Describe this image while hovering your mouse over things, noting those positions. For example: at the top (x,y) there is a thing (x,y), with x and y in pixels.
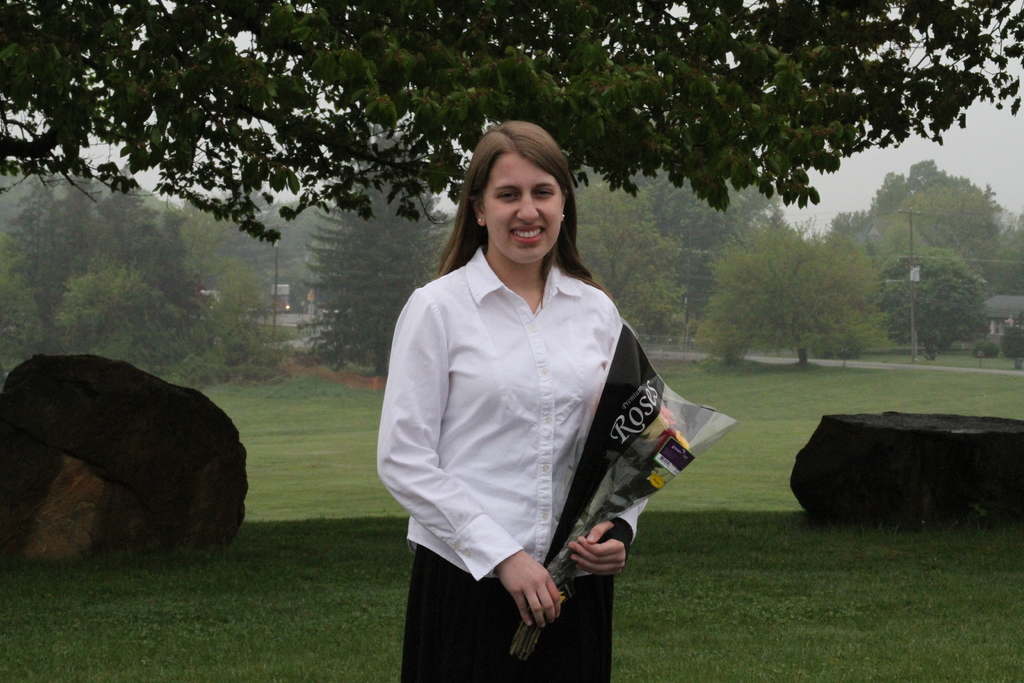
Background (72,222) portion of the picture is blur. In the background (616,72) we can see the trees (690,132), grass (1020,401), rocks (943,467) and few objects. We can see a woman (511,625) wearing a white shirt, she is holding a flower bouquet (617,457) and she is smiling.
